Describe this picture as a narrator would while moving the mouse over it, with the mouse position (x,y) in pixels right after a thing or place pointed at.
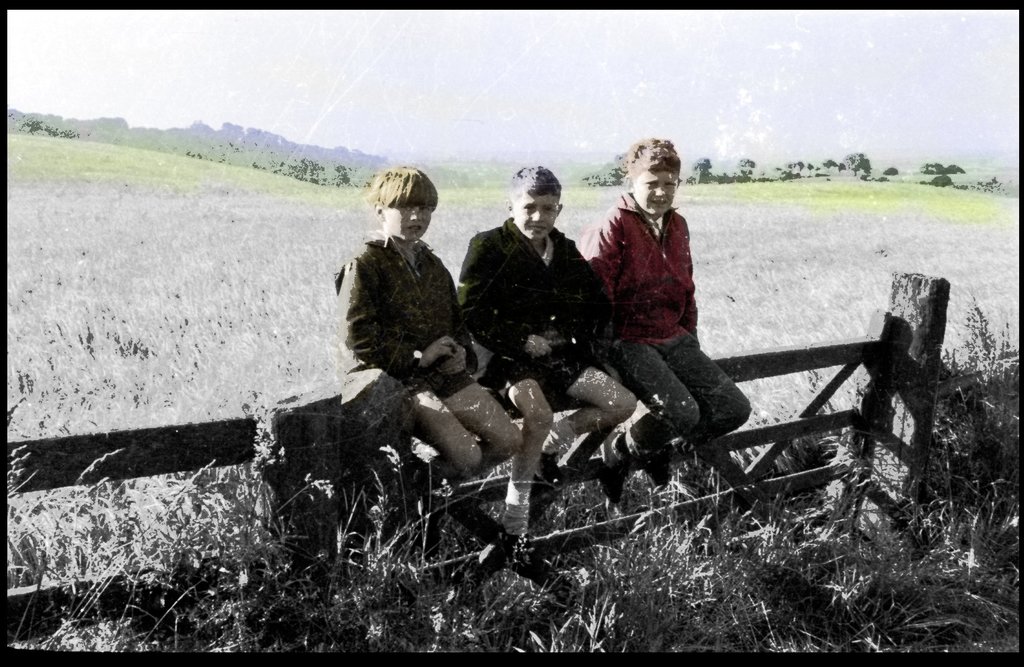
In the center of the image (566,344) we can see three persons (537,362) are sitting on a fence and they are in different costumes (593,336). In the background (547,129), we can see the sky (493,58), trees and grass (832,292). And we can see the black colored border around the image.
